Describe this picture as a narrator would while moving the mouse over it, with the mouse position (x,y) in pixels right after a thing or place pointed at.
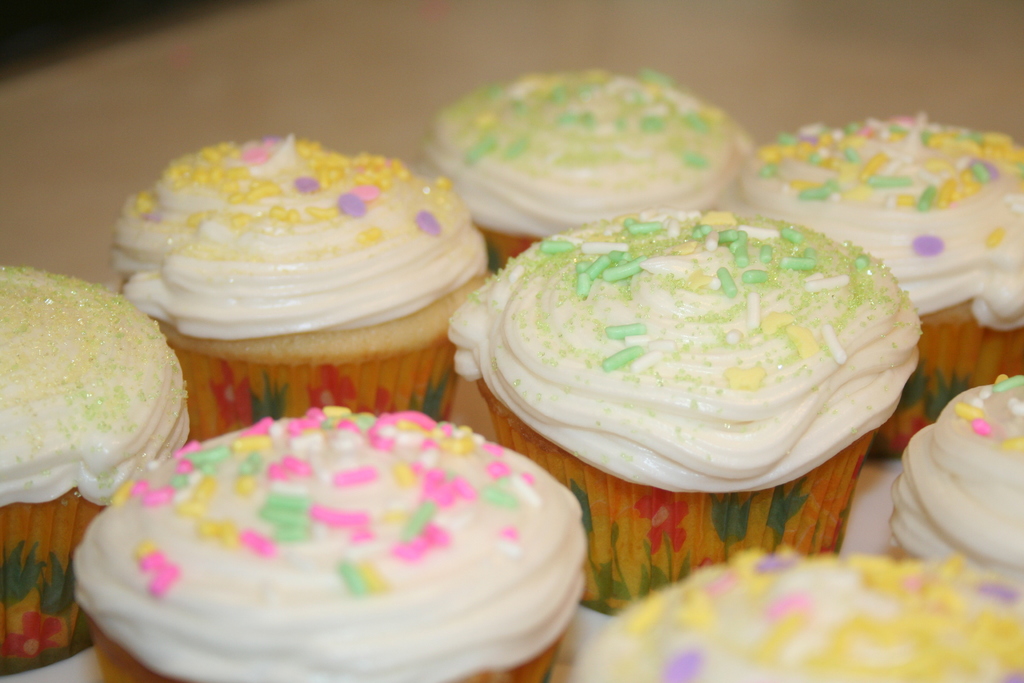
In this image I can see the cream colored surface (332,76) on which I can see number of cupcakes (498,306) which are pink, green, cream, yellow and brown in color.
